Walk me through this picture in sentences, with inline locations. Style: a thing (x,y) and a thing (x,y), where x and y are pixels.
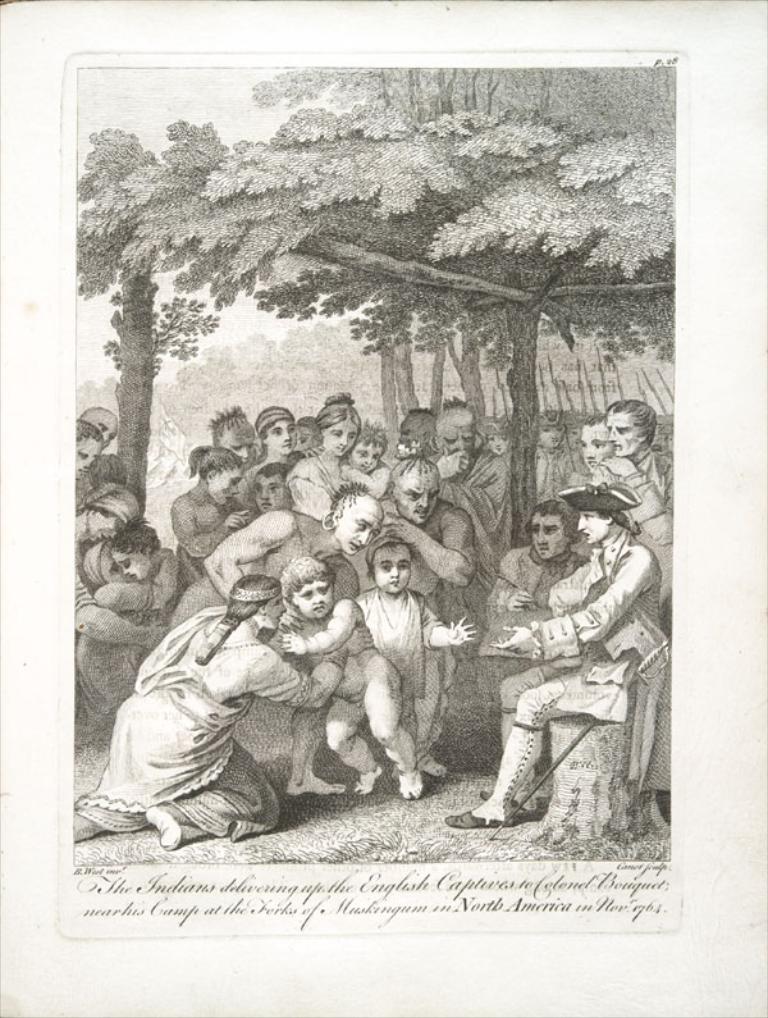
In this image there is a painting (390,624) of few persons (504,705). A person (553,698) wearing a cap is sitting on the wooden trunk (593,790). Few persons (384,622) are on the land (393,800). Behind them there are few trees (473,368). Bottom of the image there is some text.
